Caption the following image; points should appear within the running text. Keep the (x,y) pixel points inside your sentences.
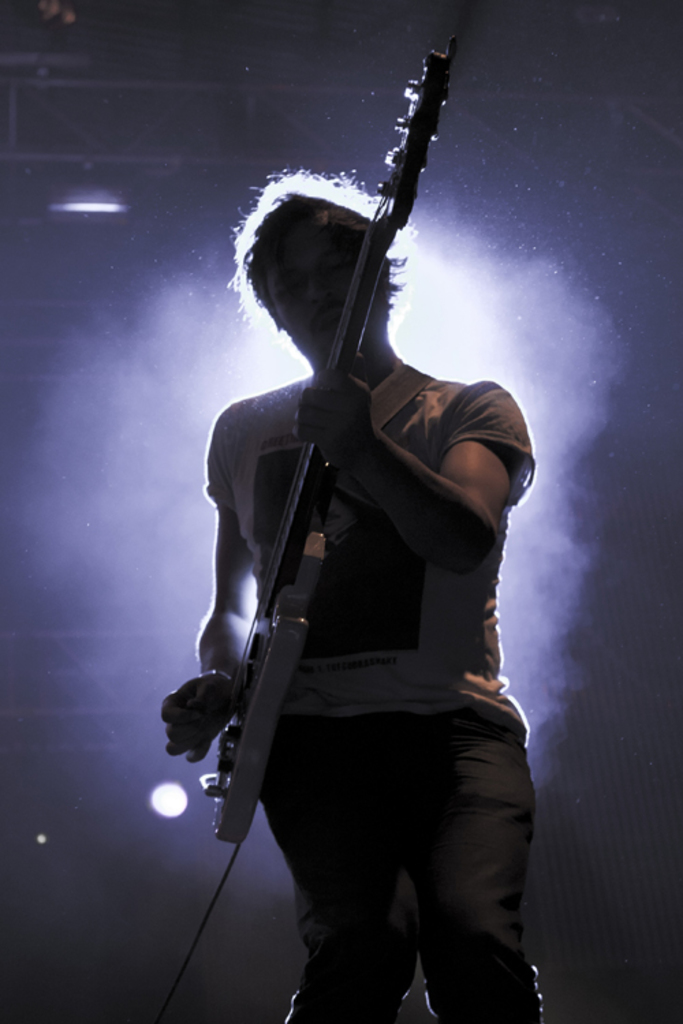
This picture shows a man (346,524) standing and playing guitar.
